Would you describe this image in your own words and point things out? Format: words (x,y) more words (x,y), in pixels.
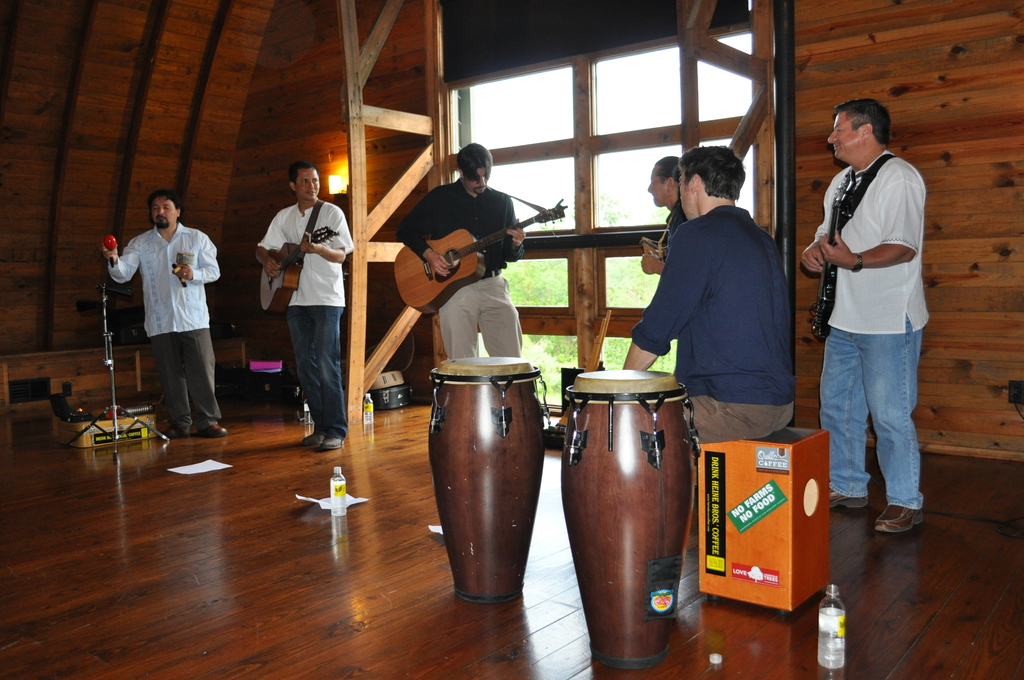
In this picture we can see group of people (279,240), few people (327,252) playing musical instruments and a man (732,297) is seated, in front of them we can see few drums (453,391), bottles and papers (344,497), behind them we can see a light (341,187), in the background (624,278) we can see few trees (626,296).
